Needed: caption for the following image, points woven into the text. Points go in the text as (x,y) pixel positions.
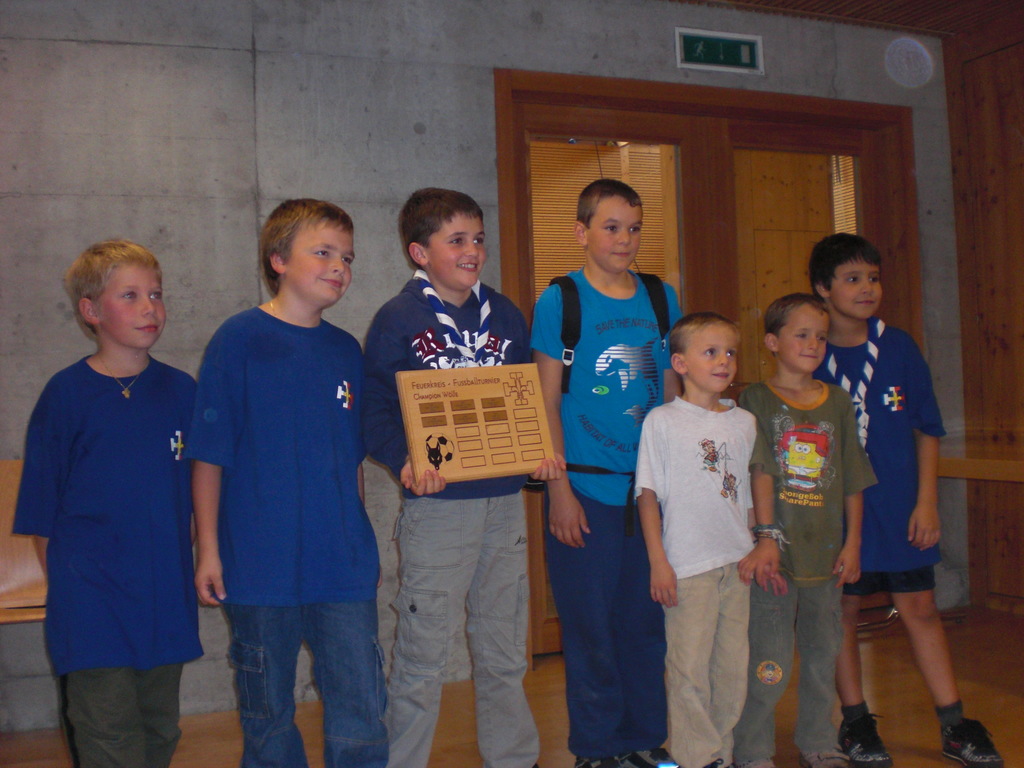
In this image we can see people (113,449) standing and in the middle (442,339) we can see a person (402,468) holding an object (542,449) and behind them we can see a wall (143,182) and a wooden door (817,222).
